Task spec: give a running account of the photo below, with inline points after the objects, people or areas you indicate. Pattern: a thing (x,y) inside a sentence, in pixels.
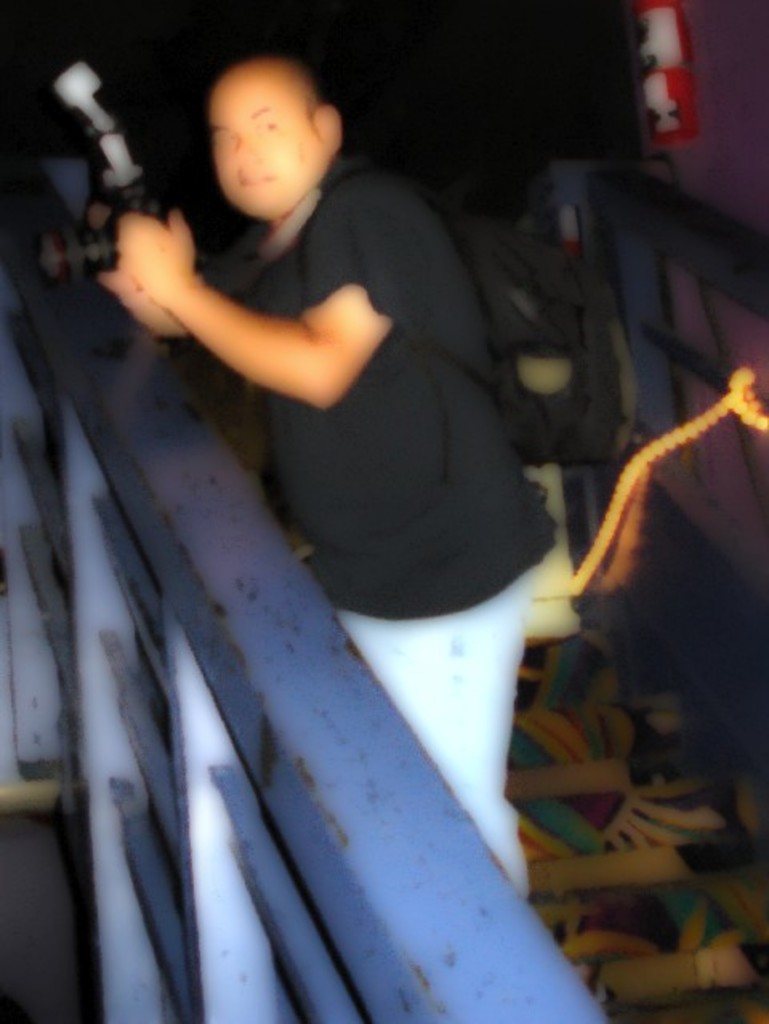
This is a blur image. In the image on the left side (177,624) there is a railing (182,801). Behind the railing (116,455) there is a man (371,312) standing and holding a camera (86,245) in the hand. Behind him there is a wall (675,482) with lights (646,463) and some other things (603,792).
